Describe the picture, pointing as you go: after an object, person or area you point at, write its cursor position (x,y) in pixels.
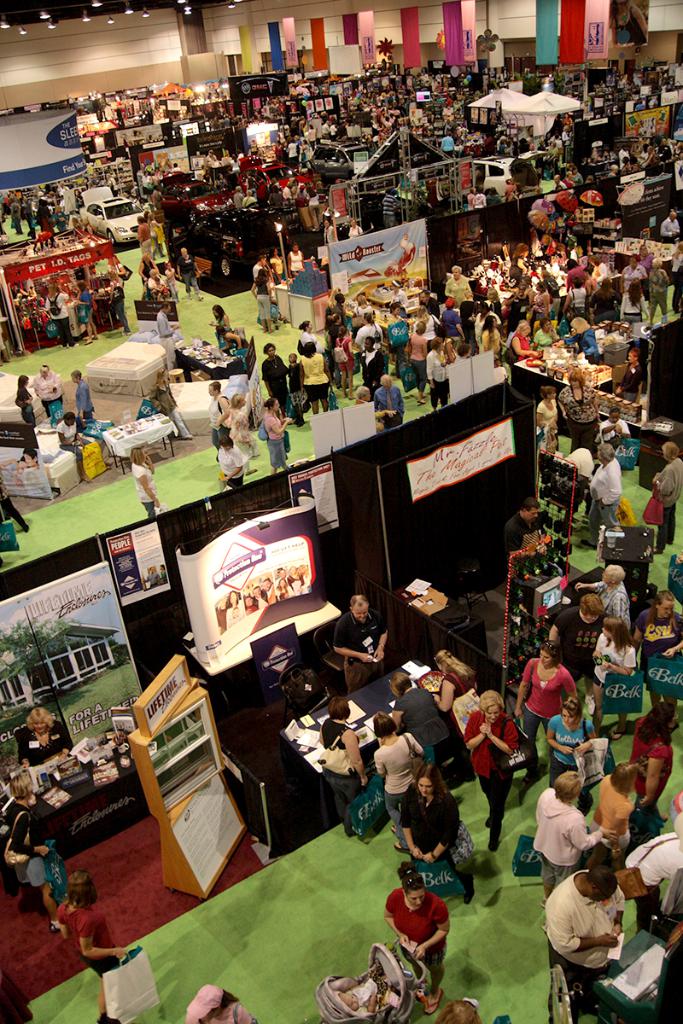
In this image there are group of persons (447,837), there are persons (548,693) holding an object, there are umbrellas (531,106), there are boards (257,524), there is text (102,720) on the board (149,703), there are persons (672,520) truncated towards the right of the image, there are objects (669,187) truncated towards the right of the image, there are persons (375,994) truncated towards the bottom of the image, there are objects (44,128) truncated towards the left of the image (103,572), there is a person (25,526) truncated towards the left of the image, there are tables (153,418), there are objects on the tables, there is wall (264,34) truncated towards the top of the image (180,47), there are lights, there are cars (118,236).
